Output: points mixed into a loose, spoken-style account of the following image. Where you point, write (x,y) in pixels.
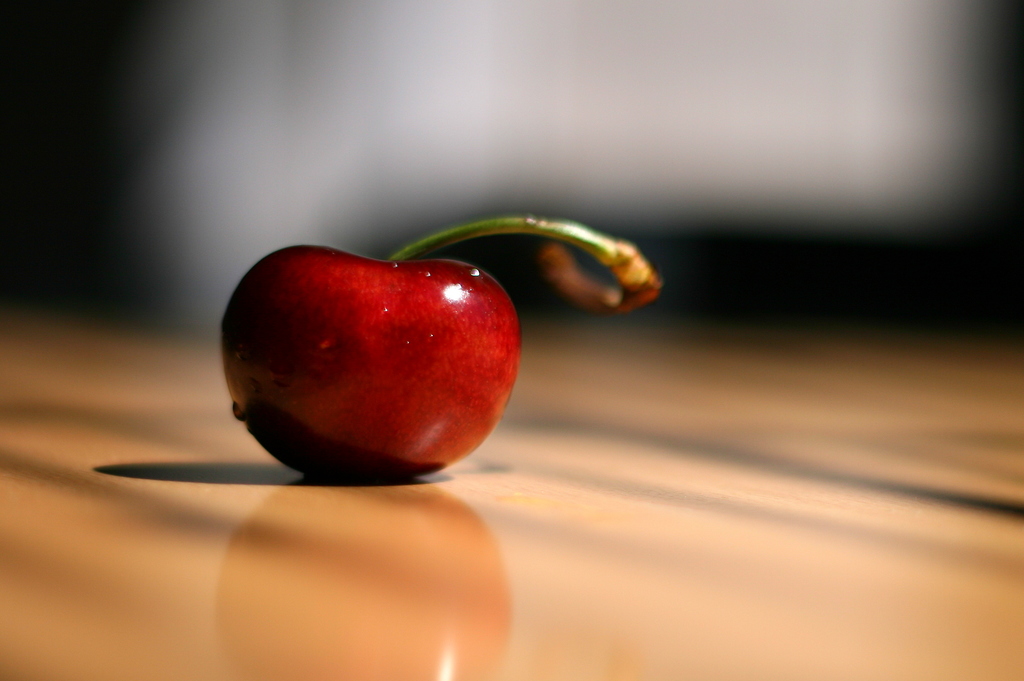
In this image in the front (346,323) there is a fruit (393,322) which is red in colour.
